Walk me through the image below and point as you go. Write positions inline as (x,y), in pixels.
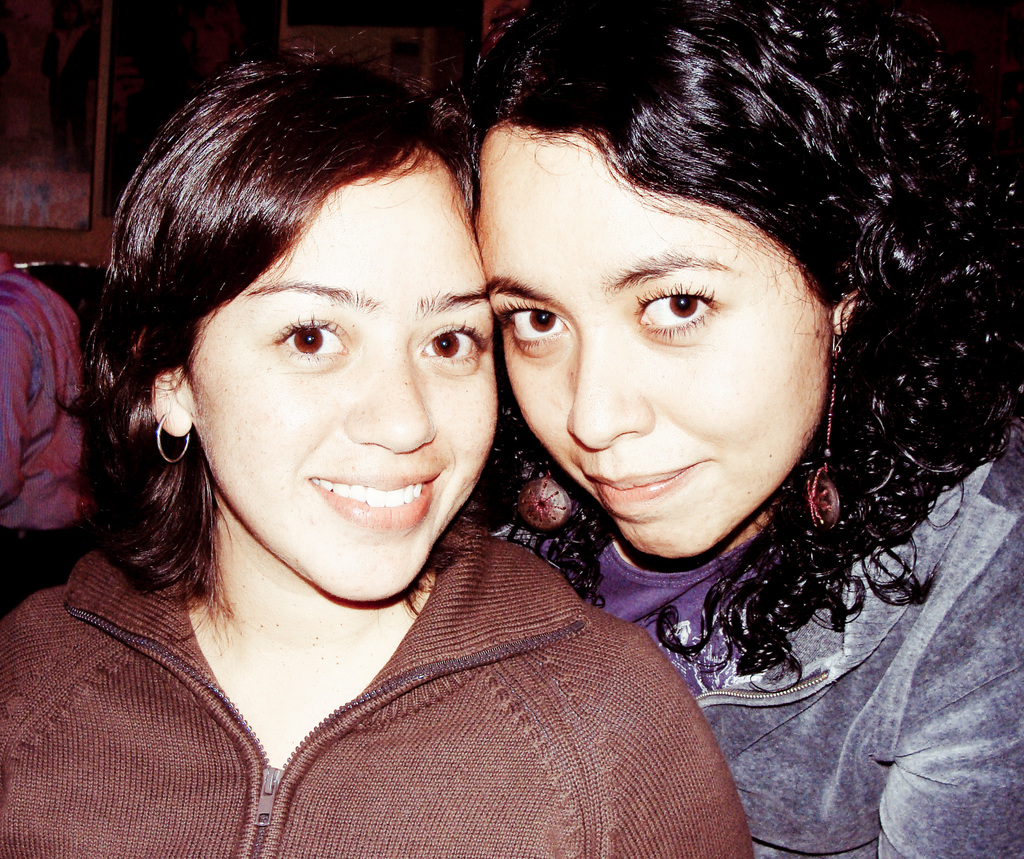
As we can see in the image in the front (533,375) there are two women (342,458). The women (536,479) on the right side (819,375) is wearing blue color jacket (830,675) and the background (22,182) is little dark.
